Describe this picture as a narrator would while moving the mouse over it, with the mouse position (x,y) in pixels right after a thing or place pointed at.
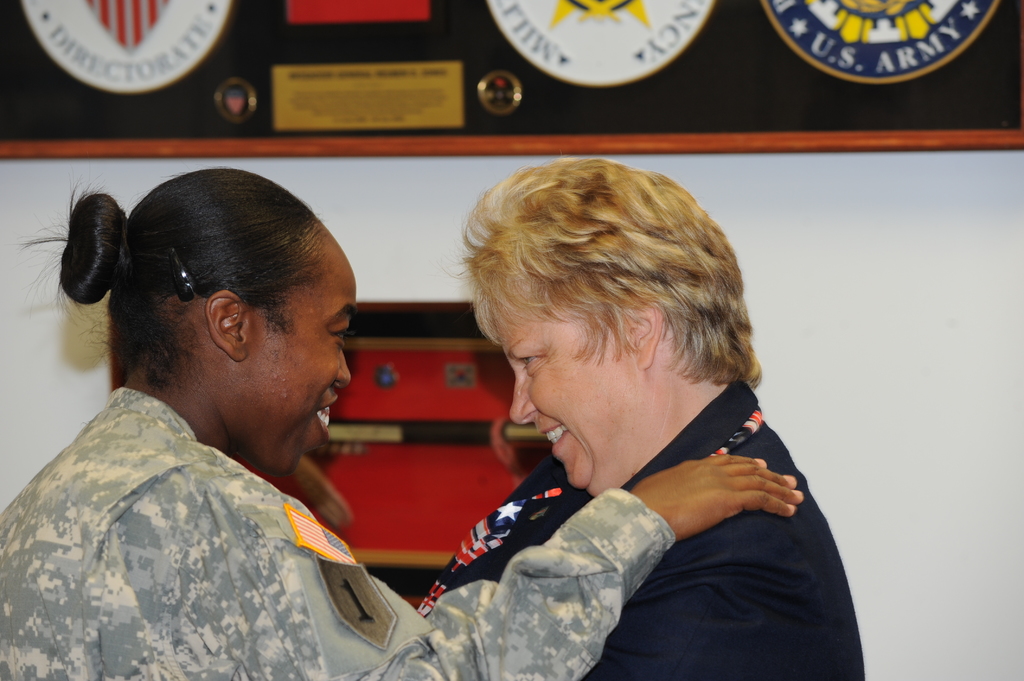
In the front of the image (250,329) we can see two people (123,582) are looking each-other and smiling. In the background of the image (749,133) there are boards (737,110), a wall (50,166) and an object (416,426). Something is written on the boards (556,4). Blackboard (551,29) is on the wall (56,179).
